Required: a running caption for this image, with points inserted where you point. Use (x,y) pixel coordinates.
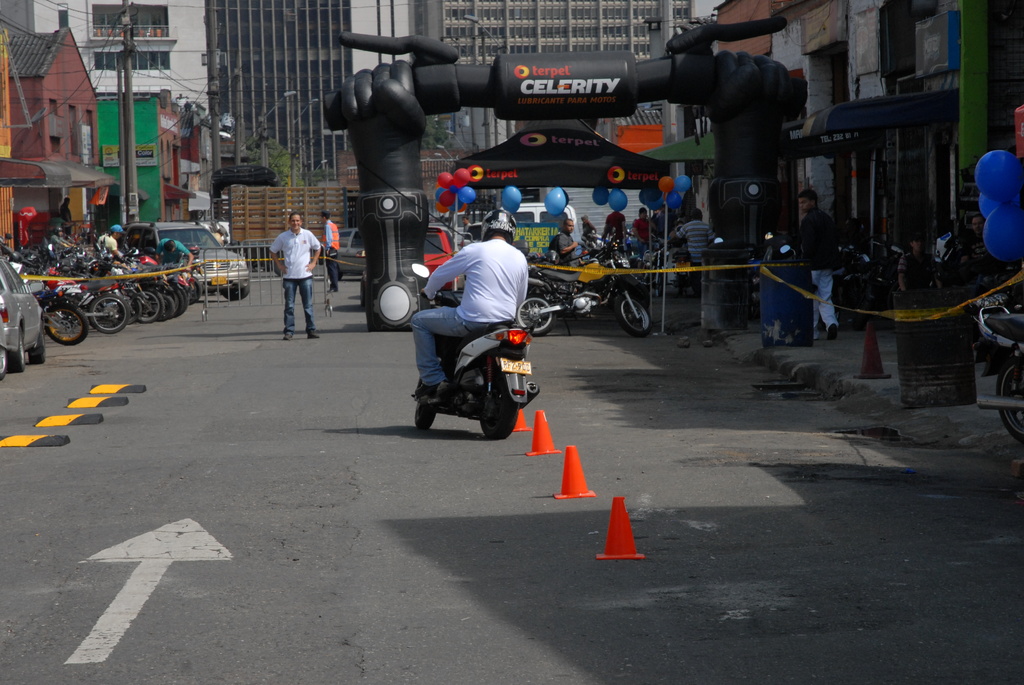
These are buildings (537,27). This is a tree (281,149). We can see hoardings (573,112) with balloons (466,173) there on the road (534,416). Few vehicles (193,247) parked on the road (270,304). We can see few persons (328,225) standing and walking. This is a traffic cone (860,376). We can see one man (461,325) wearing a helmet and riding a bike (504,358).
